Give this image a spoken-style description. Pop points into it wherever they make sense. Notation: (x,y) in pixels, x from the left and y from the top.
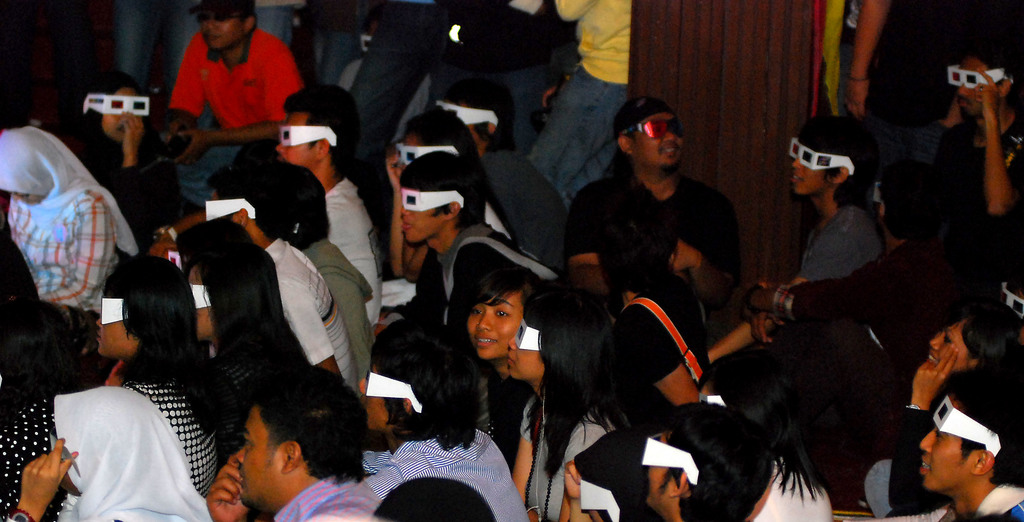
In this image I can see group of people (825,321) some are standing and some are sitting. I can also see few persons (243,269) wearing 3D glasses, background (732,151) I can see the wooden wall (733,75) in brown color.
